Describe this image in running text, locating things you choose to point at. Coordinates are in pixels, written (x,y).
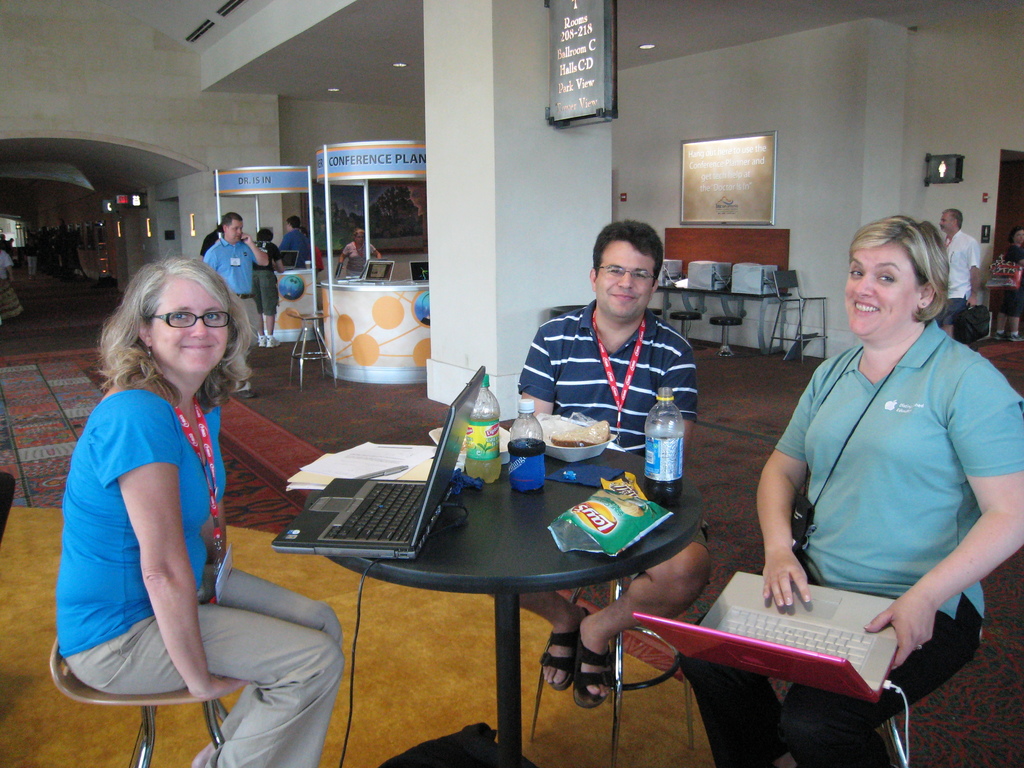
The image is taken inside a building (326,578). In the center of the image (577,492) there is a table (592,561). There are three people (784,715) sitting around a table (428,576). There is a laptop (402,483), bottles (489,435), papers (405,466) and some food (577,535) placed on the table (509,625). In the background (290,270) there are counters (281,317). There are people (261,285) near the counter (284,302) we can also see some boards (716,184).
